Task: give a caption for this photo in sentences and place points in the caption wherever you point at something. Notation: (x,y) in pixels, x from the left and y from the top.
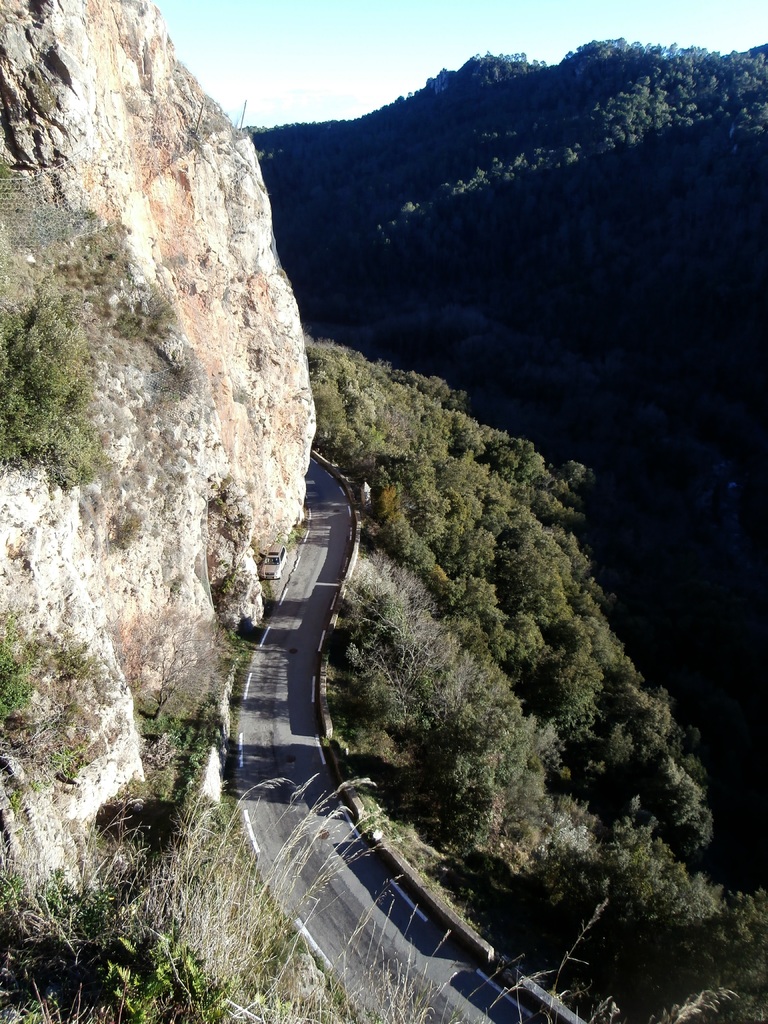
In this picture we can see a vehicle (270,566) on the path (286,569) and on the hill (258,563) there is a road (296,583). On the right side of the road (324,591) there are trees (516,531), hills (475,167) and the sky (356,74).
